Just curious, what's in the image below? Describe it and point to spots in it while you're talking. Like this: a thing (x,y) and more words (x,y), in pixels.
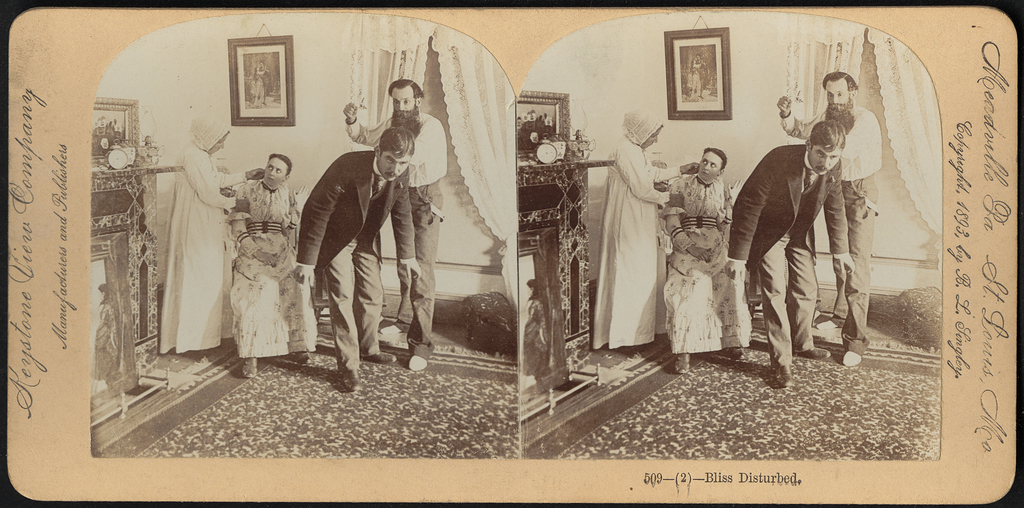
In this image we can see two black and white pictures (649,282). To the both sides of the image text (991,228) is written.
